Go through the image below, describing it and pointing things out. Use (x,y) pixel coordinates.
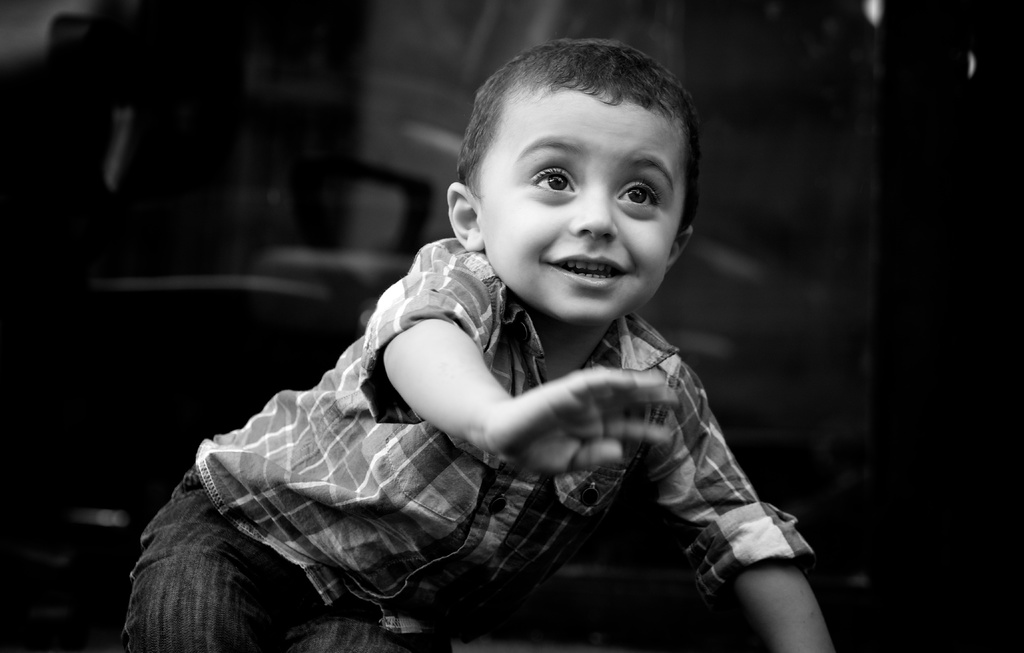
It looks like a black and white picture. We can see a boy (320,450). Behind the boy (417,349) there is the blurred background (894,519).
